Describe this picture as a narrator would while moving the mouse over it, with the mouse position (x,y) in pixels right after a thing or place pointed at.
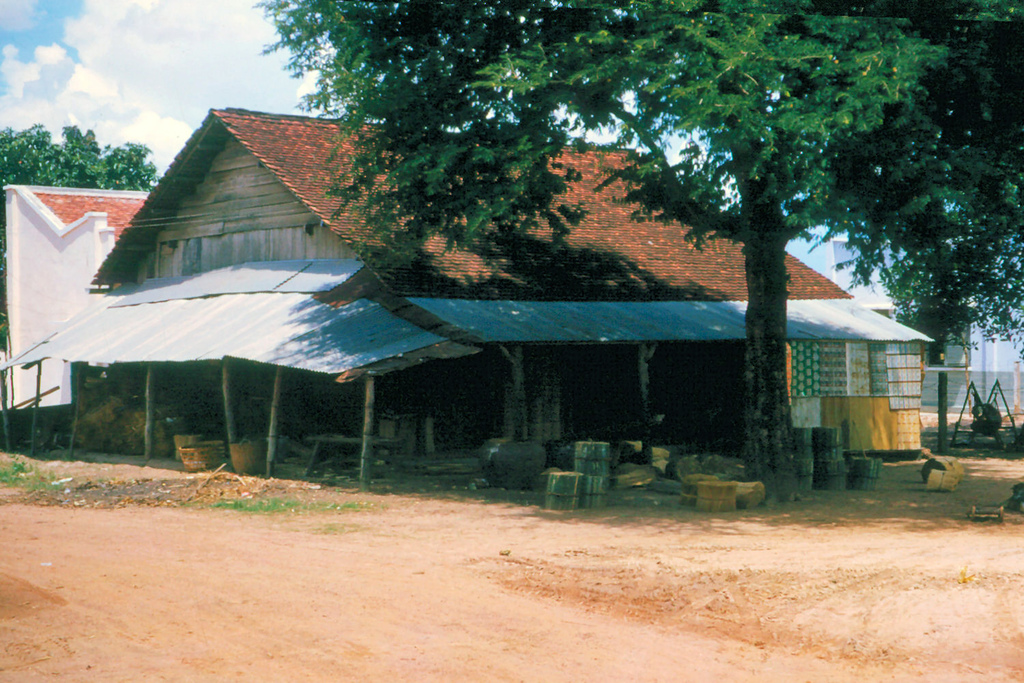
In this picture we can see a small shed house (536,248) with brown color roofing tiles (622,283). In the front (411,570) there is a ground (515,597). On the right side (710,51) there is a huge tree (698,64) and some clay pots (718,459).
